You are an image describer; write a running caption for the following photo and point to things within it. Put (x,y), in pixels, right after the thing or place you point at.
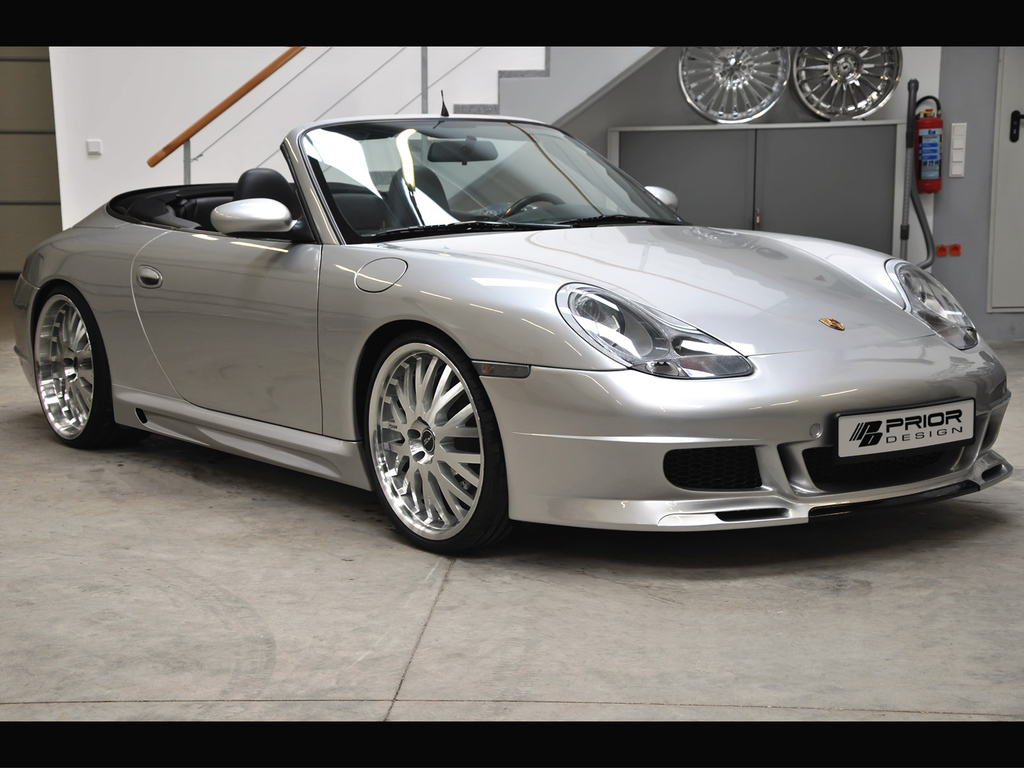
In this image, we can see a car (294,417) in front of the wall (106,153). There is a staircase (582,84) at the top of the image (586,86). There are wheels (815,67) and extinguisher (935,181) in the top right of the image (930,179).
